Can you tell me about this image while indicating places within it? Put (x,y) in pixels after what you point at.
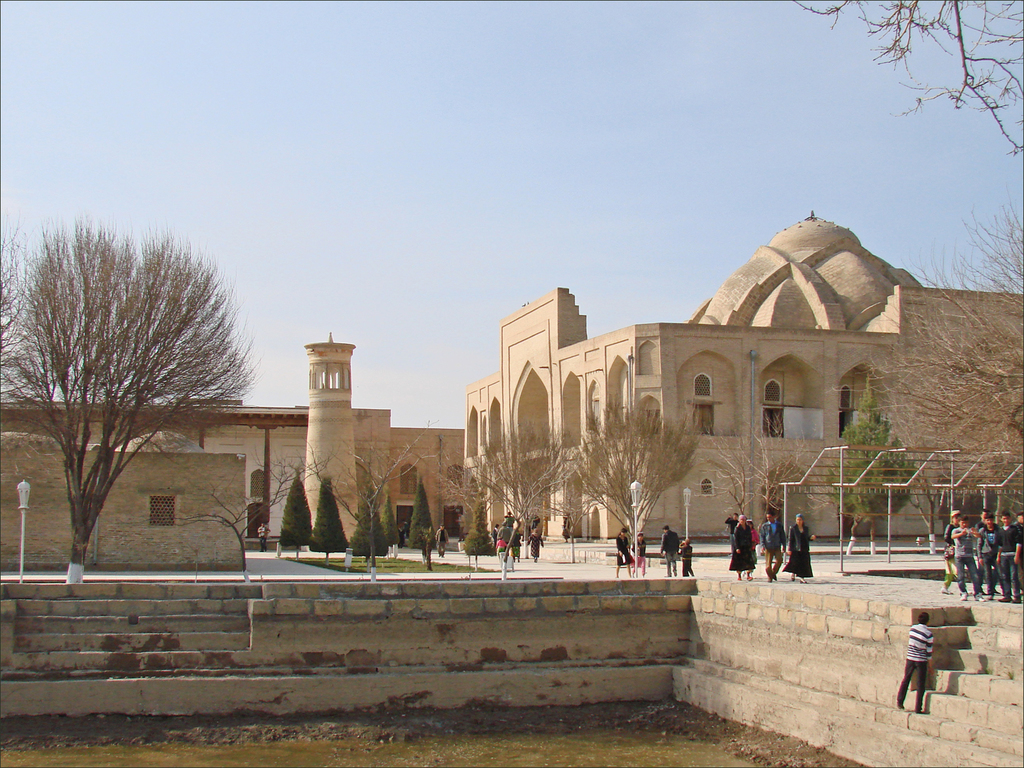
There is a brick wall (374,666) with steps (983,710). There are many people (622,536). Also there are many trees (894,457), buildings (657,343) with arch (494,405). In the background (457,176) there is sky (479,123).
